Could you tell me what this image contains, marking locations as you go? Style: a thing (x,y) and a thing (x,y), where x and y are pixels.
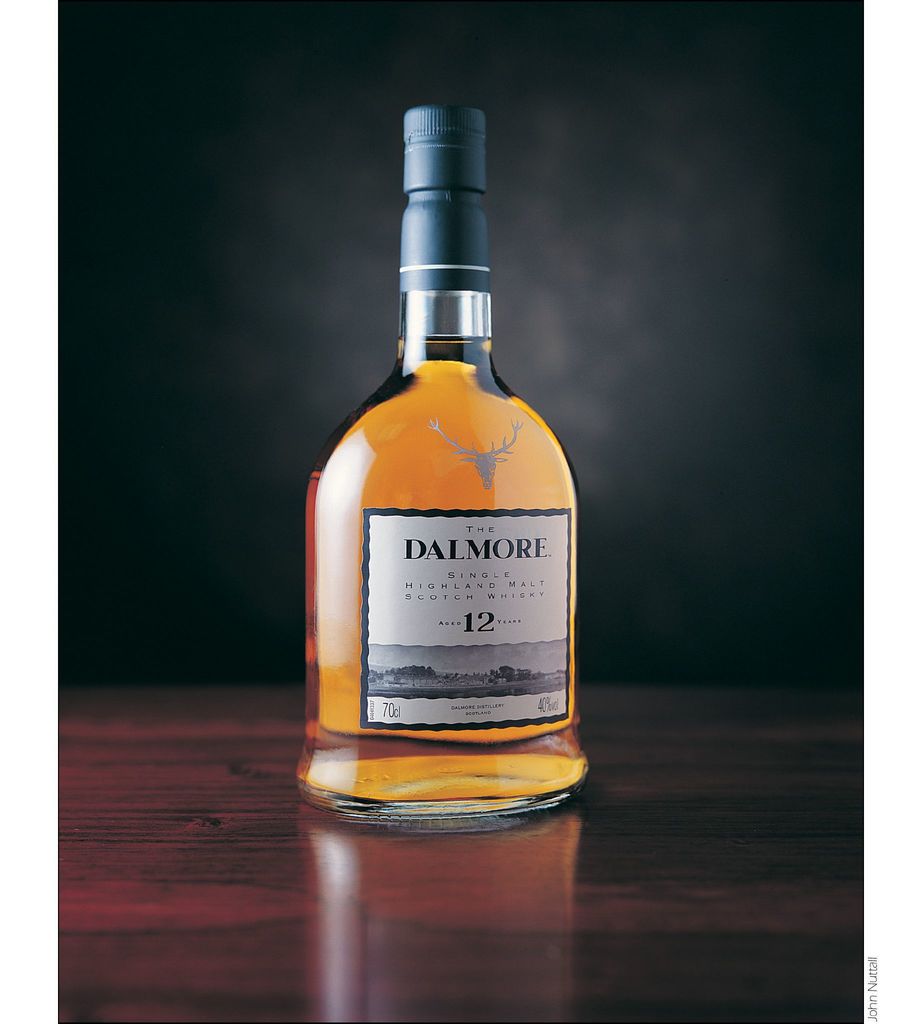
Here, we see an alcohol bottle (548,513) which is placed on a table (441,936). The lid (460,170) of the bottle (413,208) is black in color. On the bottle (454,528), we see a sticker (458,582) on which Dal More is written on it. We can even see some text (417,587) written on it. Behind the bottle (465,659), we see black color background (168,629).
